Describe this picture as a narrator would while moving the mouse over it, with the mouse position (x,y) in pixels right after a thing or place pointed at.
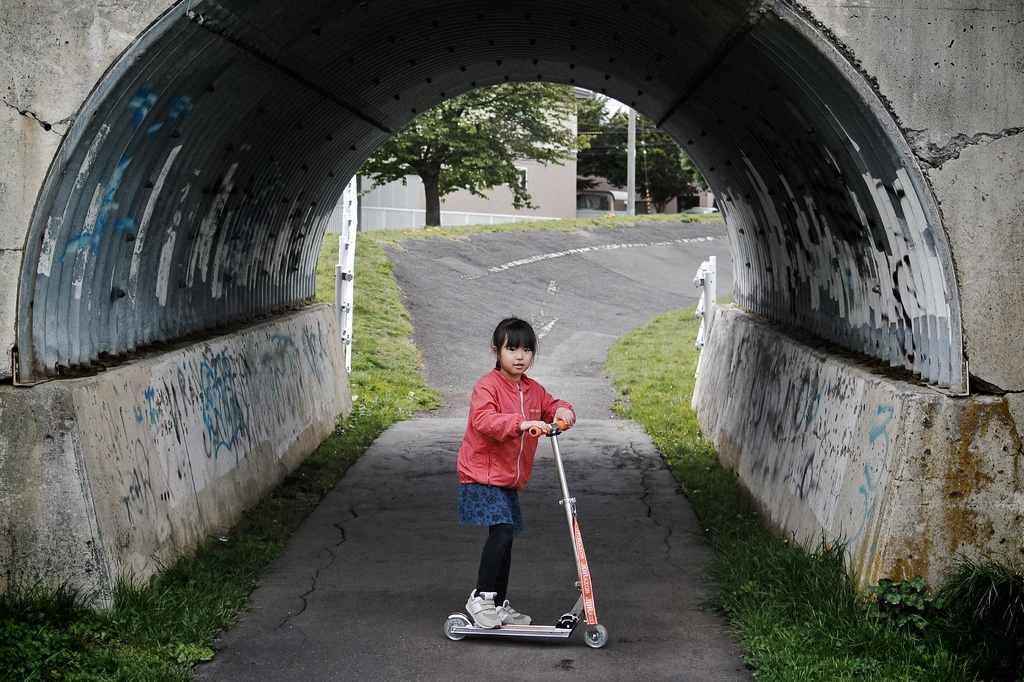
In this picture there is a girl (555,412) who is wearing jacket (497,440), trouser (488,540) and shoes (507,615). She is standing on this kick scooter (453,620). In the background (627,186) I can see the building (613,184), plants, trees (656,175), grass (677,214) and pole (633,203).
